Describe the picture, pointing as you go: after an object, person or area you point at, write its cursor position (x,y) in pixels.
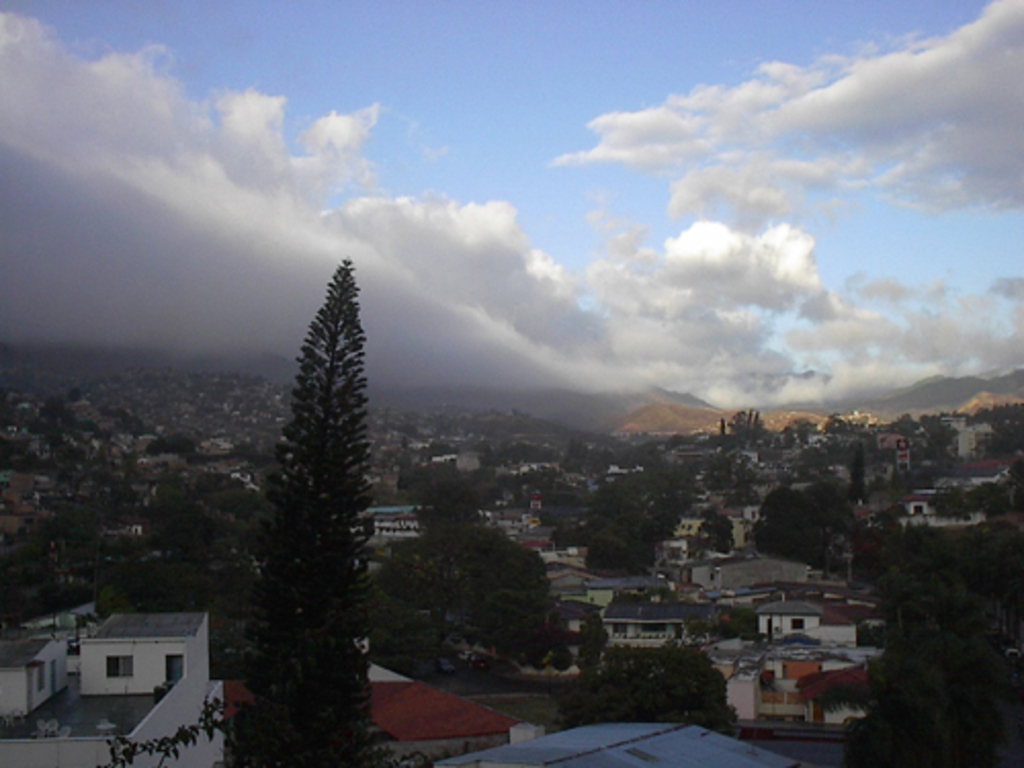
This is aerial view of a city (417,432). In this picture there are trees (397,575), buildings (671,630) and hills (913,385). Sky (312,199) is cloudy.
